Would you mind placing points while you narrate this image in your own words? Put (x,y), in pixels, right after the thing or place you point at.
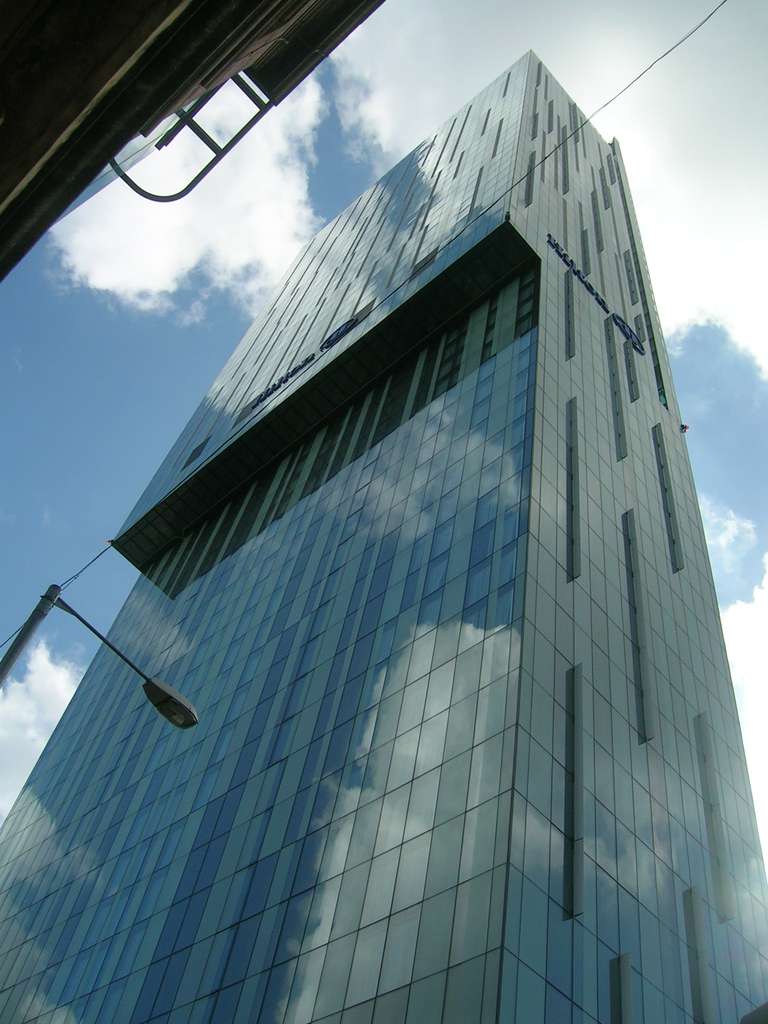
In the image we can see some buildings (214,746) and poles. Behind them there are some clouds (579,21) and sky (612,1).
